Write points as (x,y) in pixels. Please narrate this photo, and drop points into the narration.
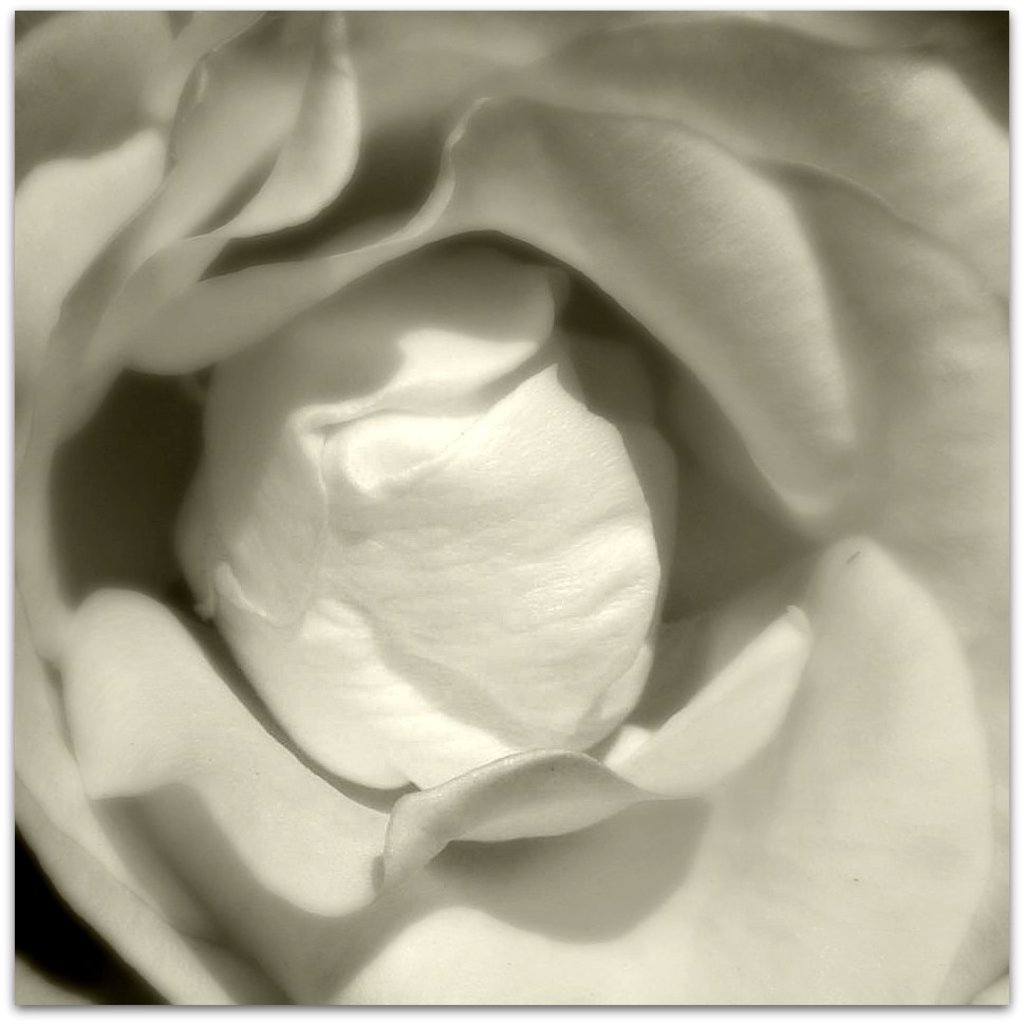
In this image we can see a flower (549,632).
